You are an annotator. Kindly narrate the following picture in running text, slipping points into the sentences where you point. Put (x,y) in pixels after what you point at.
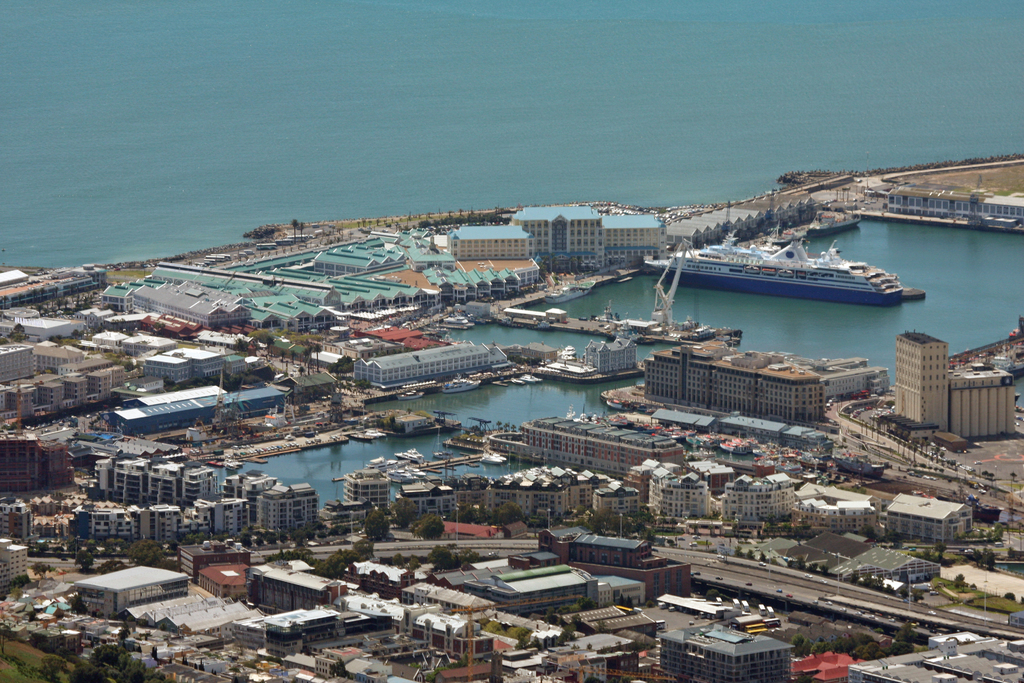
In this picture I can see number of buildings (400,276), few trees (16,635) and I can see the water (507,331), on which there are few boats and I can see a ship (856,270).
